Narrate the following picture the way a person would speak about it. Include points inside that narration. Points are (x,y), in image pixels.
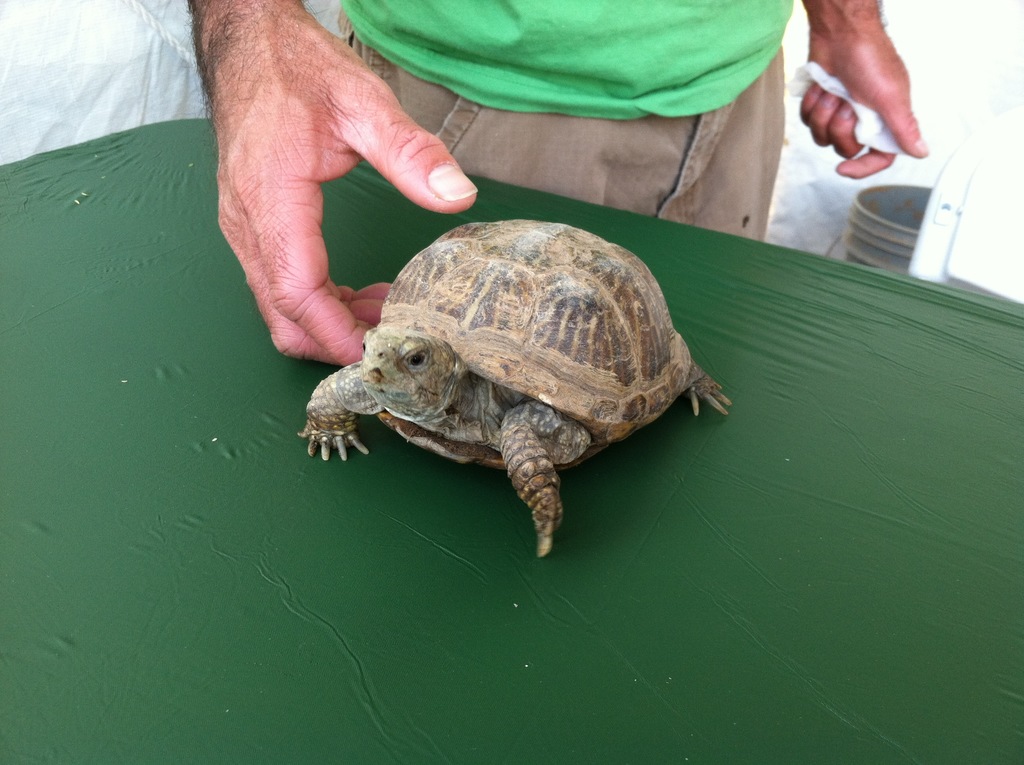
This is a tortoise (523,485), which is placed on the table (772,556). This table (747,518) is dark green in color. Here is a person (699,161) standing. This looks like a bucket (898,220). The background (963,89) looks white in color.
